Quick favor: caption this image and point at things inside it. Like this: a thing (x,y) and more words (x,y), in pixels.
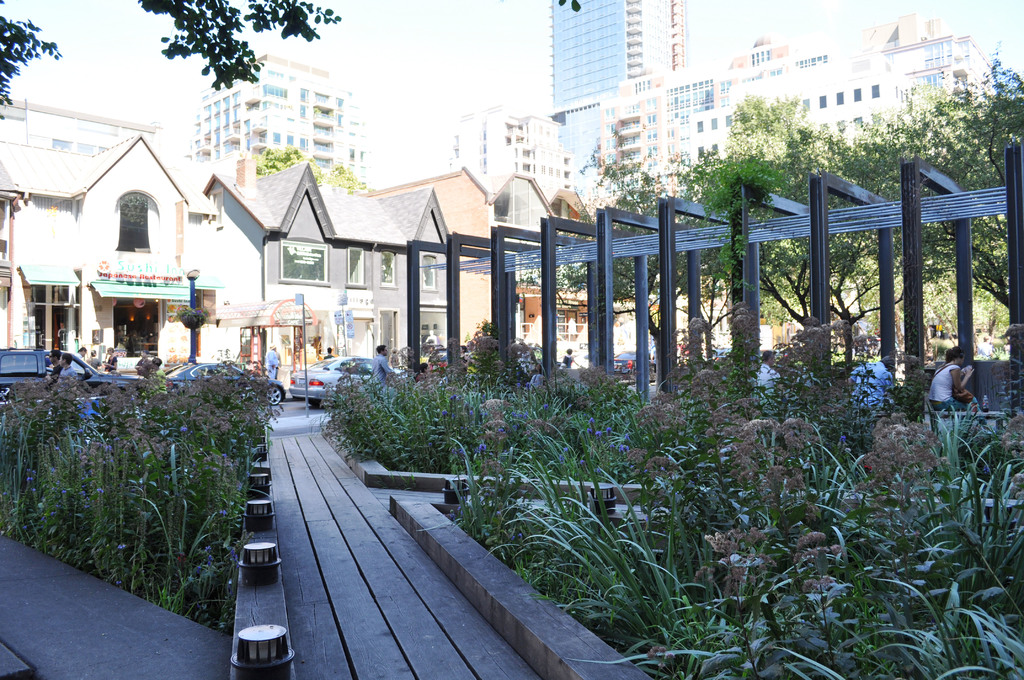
In the foreground of the picture (504,446) there are plants (714,392), lights (244,635) and path (321,502). In the center of the picture (415,360) there are cars (22,368), people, trees (873,263), a construction (493,301) and road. In the background (277,199) there are buildings (318,205) and tree (278,165). Sky (430,64) is sunny.
